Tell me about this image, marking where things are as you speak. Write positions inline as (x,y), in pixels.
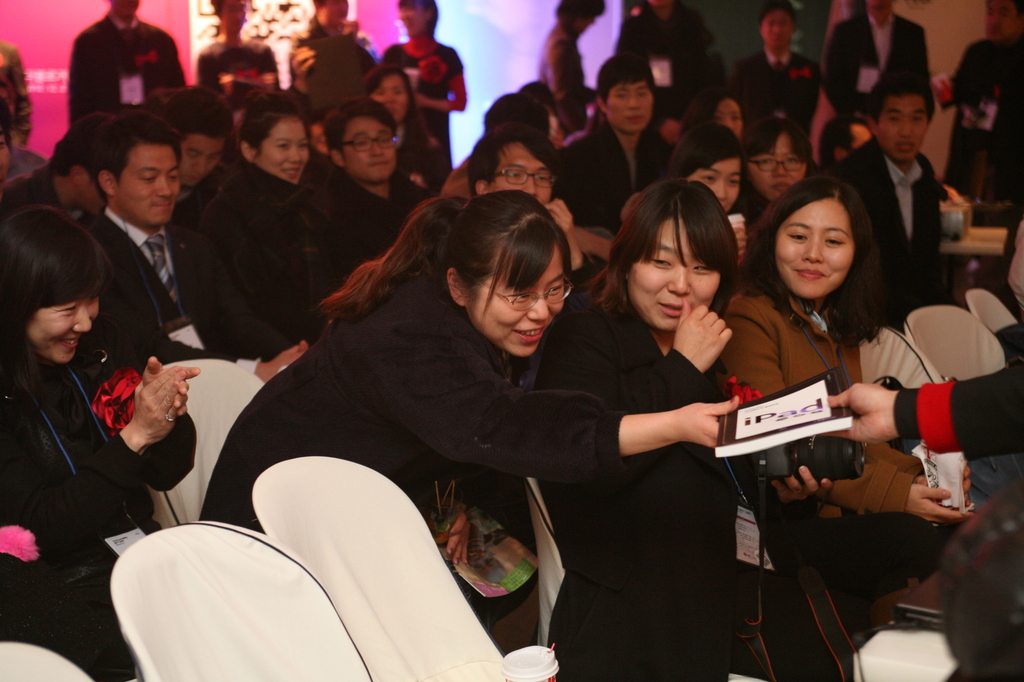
In this image we can see few people (616,329) sitting on the chairs (197,398), some of them are standing, two of them are holding a book (816,417), a person (726,511) is holding a camera (771,469) and a person (876,497) is holding an object (938,469).
